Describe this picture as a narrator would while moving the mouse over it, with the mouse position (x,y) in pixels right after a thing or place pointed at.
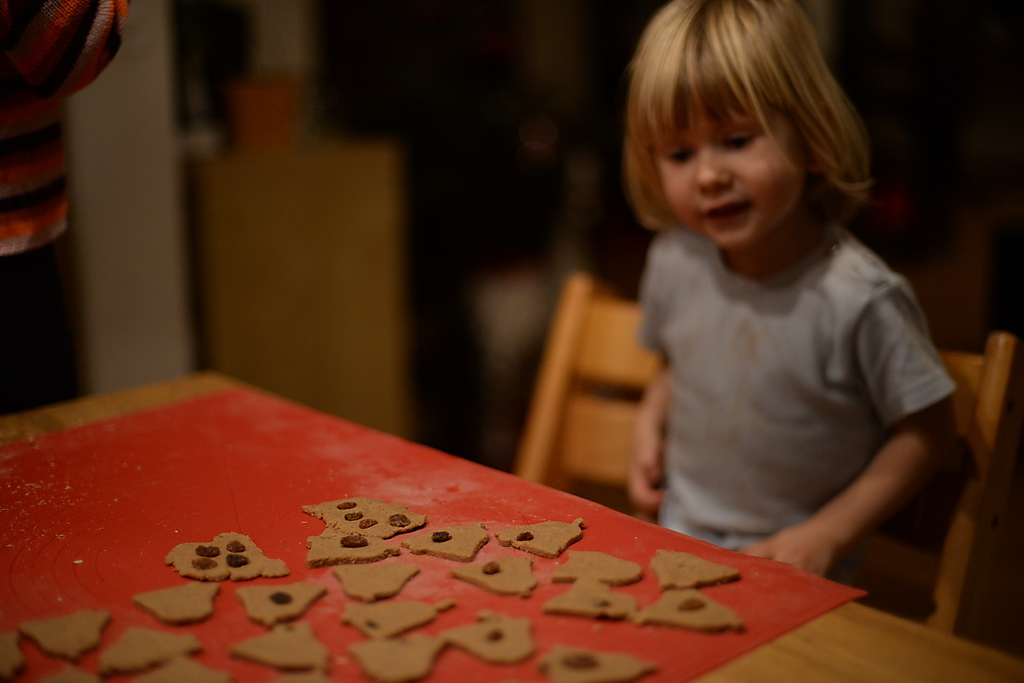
In this picture there is a girl (712,389) sitting on the chair (617,339). There are many biscuits (490,563) on the table (748,655). There is a person (54,158) standing.
